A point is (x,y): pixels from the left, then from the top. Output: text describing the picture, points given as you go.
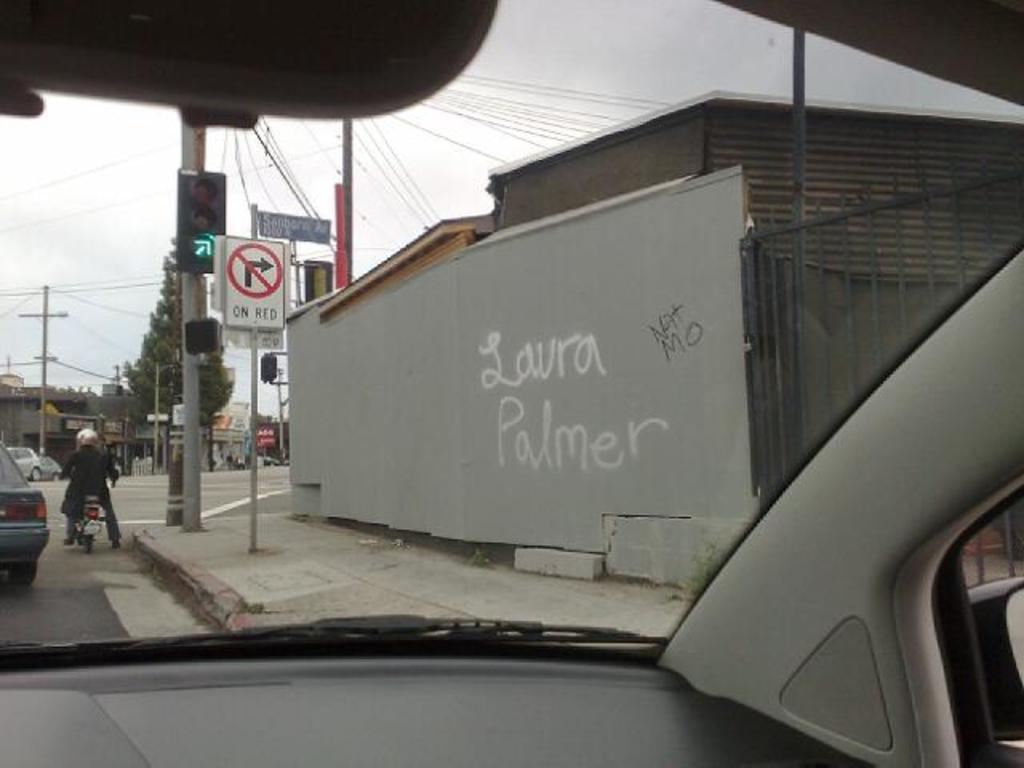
This picture is clicked outside. In the foreground (870,587) we can see the inner part (681,667) of the vehicle (414,674). In the center (447,301) there is a cabin (656,246) and then we can see the boards (253,244) are attached to the poles (253,370) and the text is written on the boards (262,231), there is a traffic light (180,228) attached to the pole (196,446) and a person (73,481) riding a vehicle (92,527) and there are some vehicle (35,513) seems to be running on the ground (65,560). In the background (81,355) we can see the sky (92,242), poles (43,339), cables (54,291), trees (159,313) and buildings (217,419).
